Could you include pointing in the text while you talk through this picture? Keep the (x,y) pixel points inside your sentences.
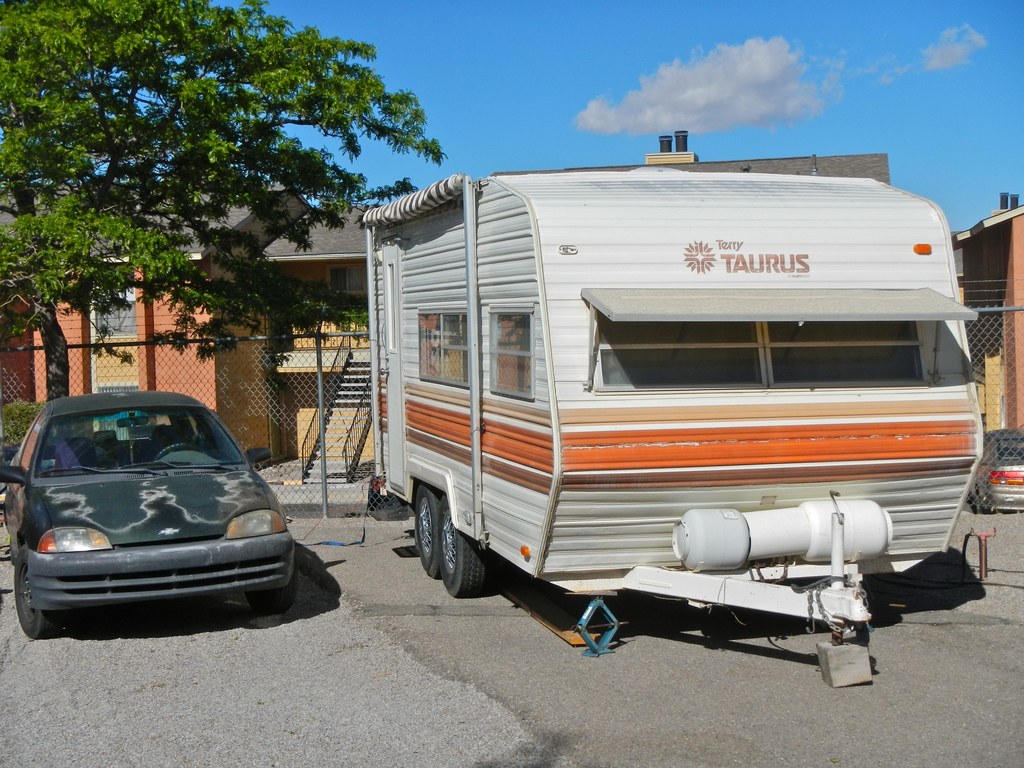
In this image we can see a trailer (472,454) which is of white and red color is parked and there is black color car (184,583) which is also parked and in the background of the image (158,380) there is fencing (260,374), trees (50,45), there are some houses (297,240) and clear sky (572,100).
